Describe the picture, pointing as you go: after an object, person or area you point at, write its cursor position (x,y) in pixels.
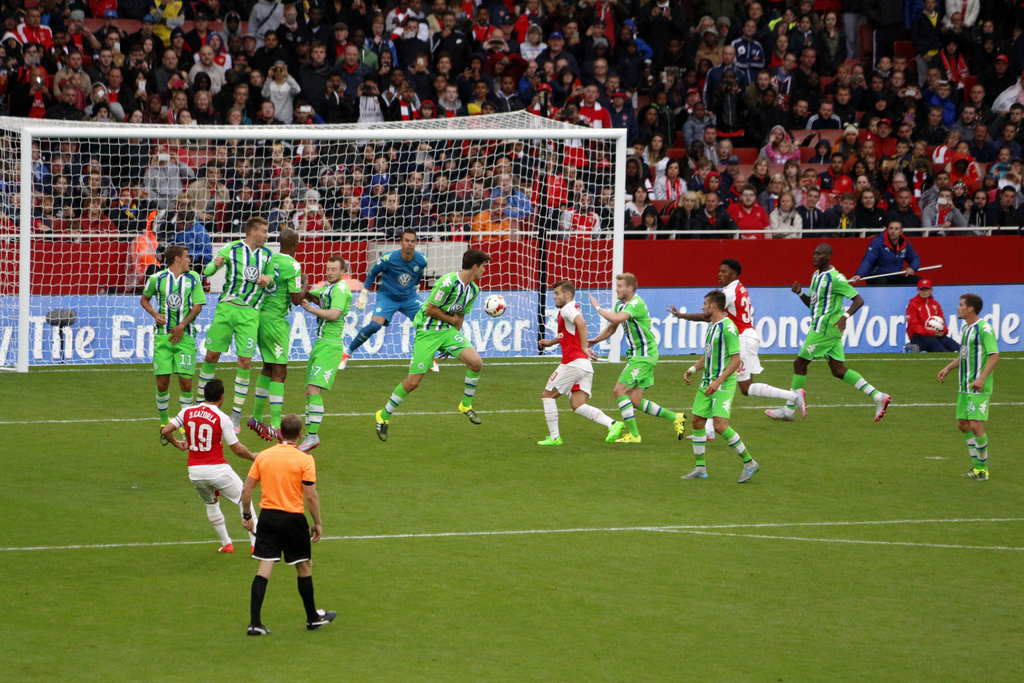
In this image there are players (327,321) playing football on a ground (827,461), in the background (644,171) audience (466,179) sitting on chairs (840,132) and few are standing.
